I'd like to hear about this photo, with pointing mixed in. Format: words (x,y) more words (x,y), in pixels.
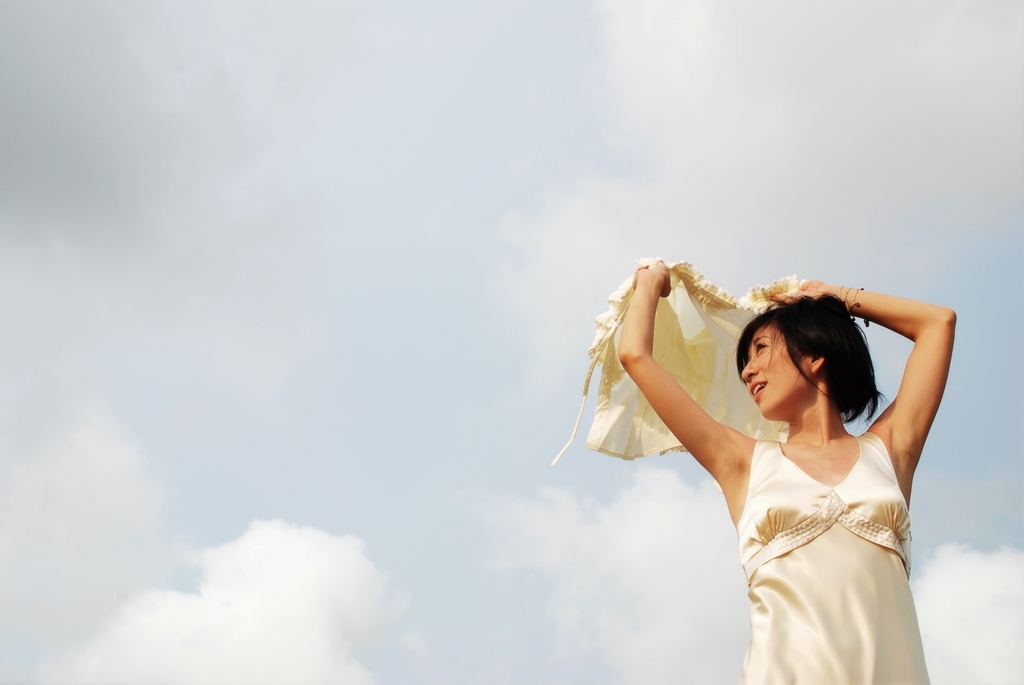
In this image we can see a lady (780,412). A lady (727,438) is holding a cloth (687,380) in her hand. There is a cloudy sky (557,181) in the image.
